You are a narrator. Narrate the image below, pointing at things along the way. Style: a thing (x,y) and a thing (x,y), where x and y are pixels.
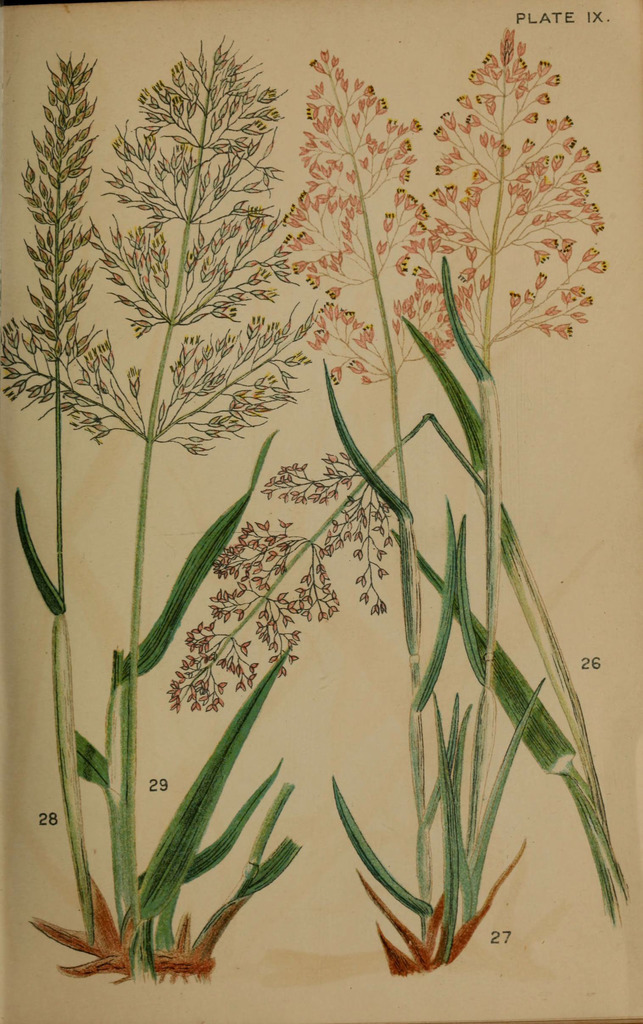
As we can see in the image there is a paper (274,718). On paper (380,636) there is painting (244,666) of plants (225,850).
